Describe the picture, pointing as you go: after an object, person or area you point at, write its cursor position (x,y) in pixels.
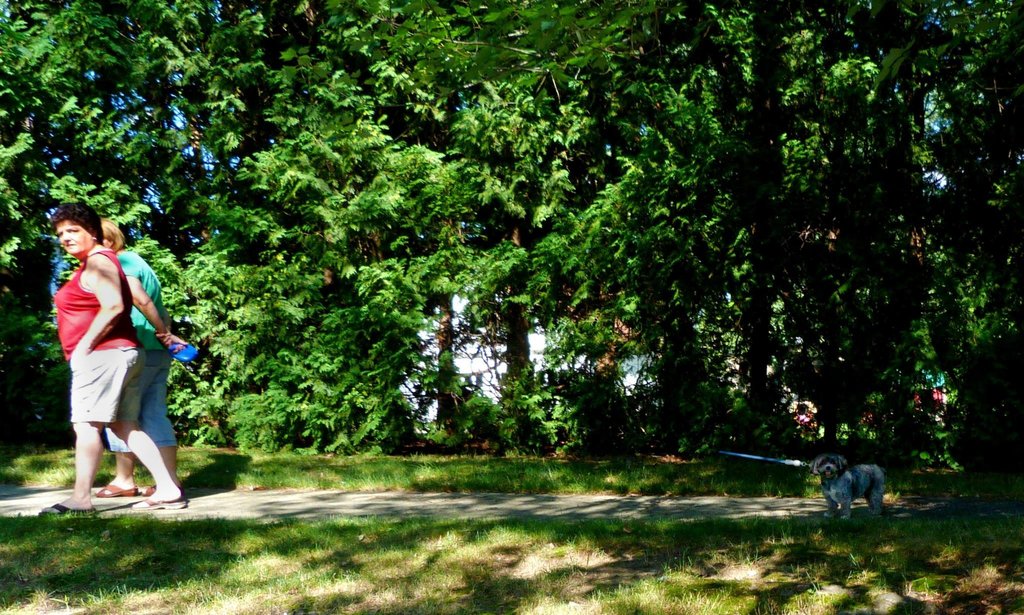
In this image, we can see two persons (117,413) walking on the way (890,507) and there is a puppy (852,485), we can see grass (89,588) on the ground (783,548), there are some plants (440,147) and trees (397,52).
